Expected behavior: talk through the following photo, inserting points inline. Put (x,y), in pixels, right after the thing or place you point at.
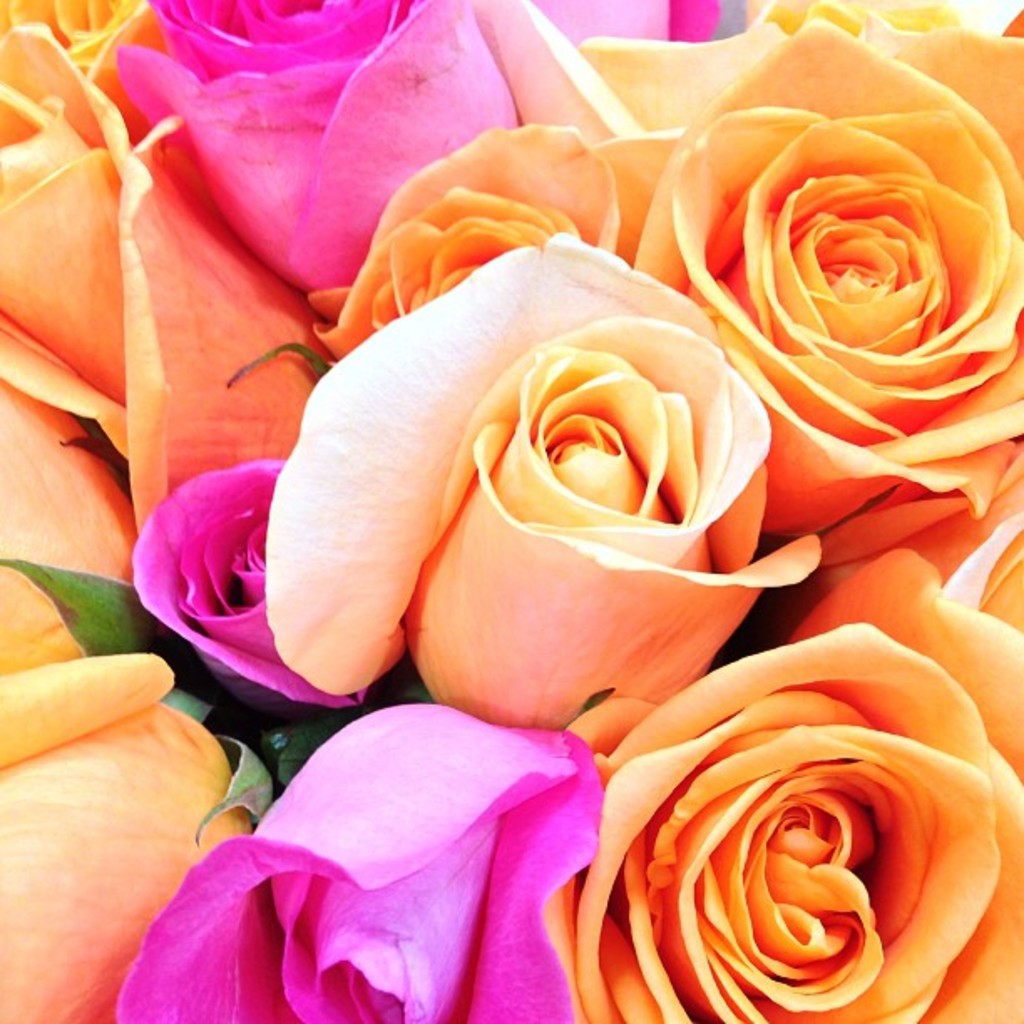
In the image there are orange and pink roses (652,312).
